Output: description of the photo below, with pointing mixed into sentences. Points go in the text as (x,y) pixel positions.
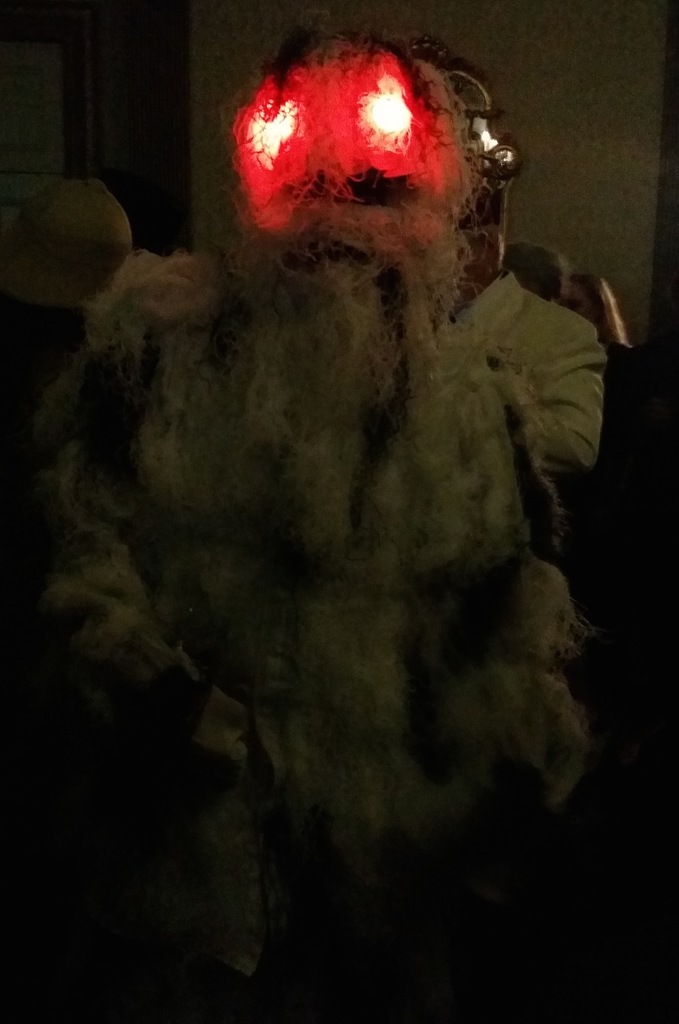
In this image I can see the group of people (345,265) and I can see one person (303,674) wearing the devil costume (300,653).
